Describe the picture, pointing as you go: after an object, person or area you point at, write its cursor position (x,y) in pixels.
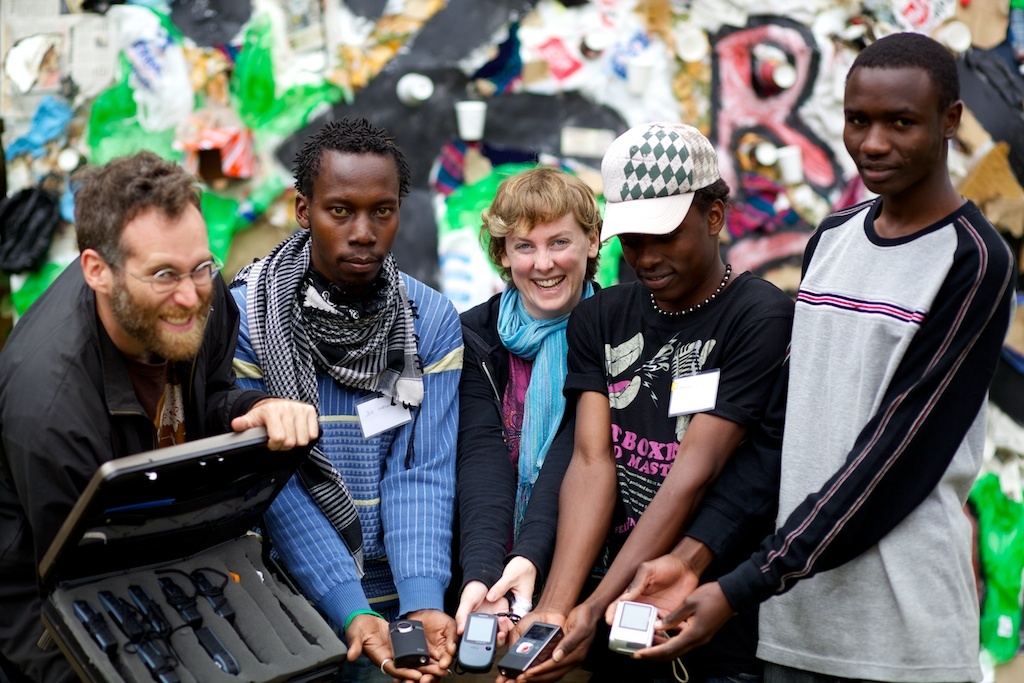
As we can see in the image there are few people (382,311) over here. These four (398,328) are holding cameras (538,638) in their hand (524,618) and this man (146,278) is holding a suitcase (168,475). Behind them there is a wall (572,25).
